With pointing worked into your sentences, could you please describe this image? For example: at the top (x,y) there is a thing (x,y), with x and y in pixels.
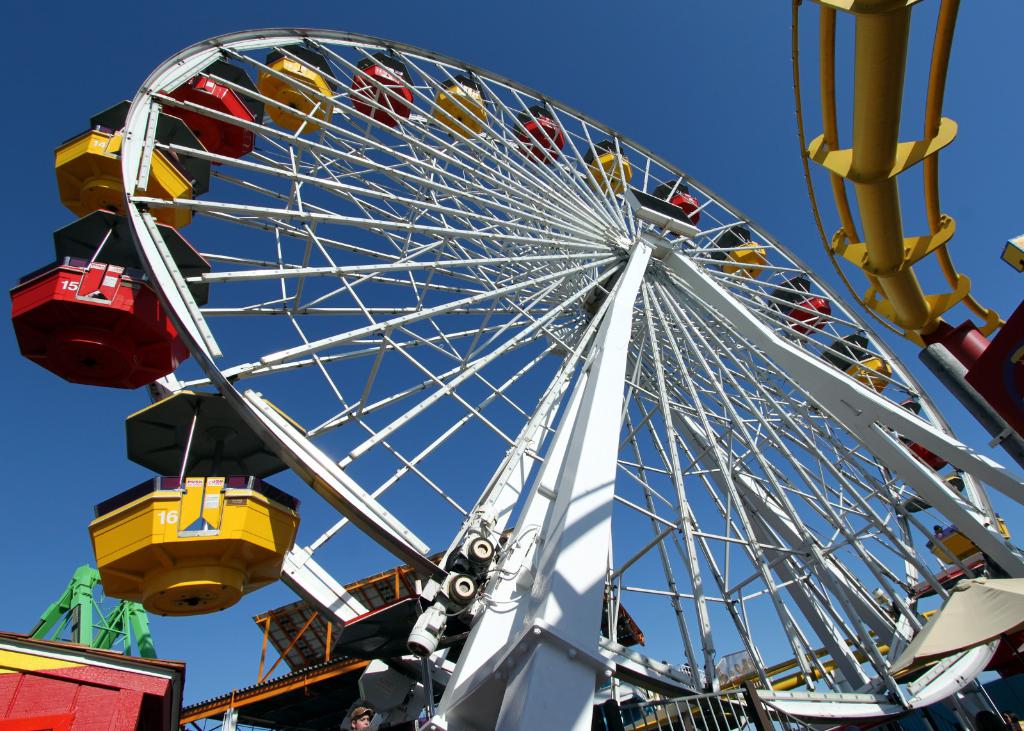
In this picture I can see a giant wheel (564,376) and looks like a house (361,592) in the back (306,617) and I can see a human (368,719) standing and I can see couple of other rides (903,243) on the side and I can see blue sky (584,38).
